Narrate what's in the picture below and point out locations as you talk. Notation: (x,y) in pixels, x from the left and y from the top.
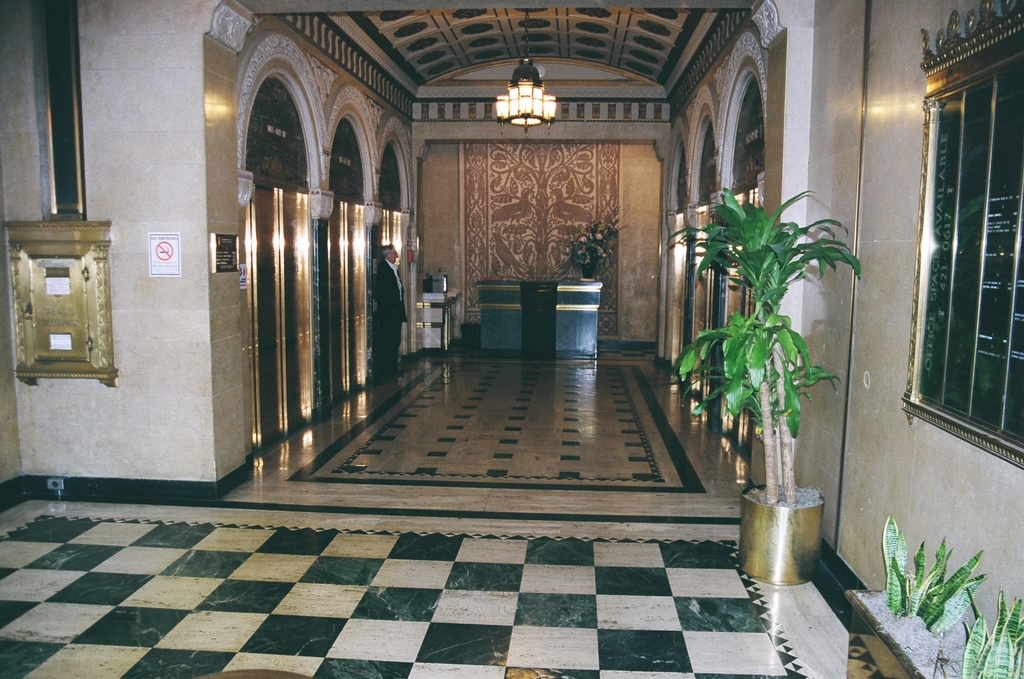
In this image on the right side (780,391), I can see the plants (987,658). On the left side (165,264), I can see a board (173,268) with some text (160,266) written on it. I can also see a person (385,294) standing near the wall (373,291). In the middle (478,448) I can see the floor (518,468). I can also see a flower flask (591,258) on the table (504,290). At the top (519,109) I can see the lights (500,100).
